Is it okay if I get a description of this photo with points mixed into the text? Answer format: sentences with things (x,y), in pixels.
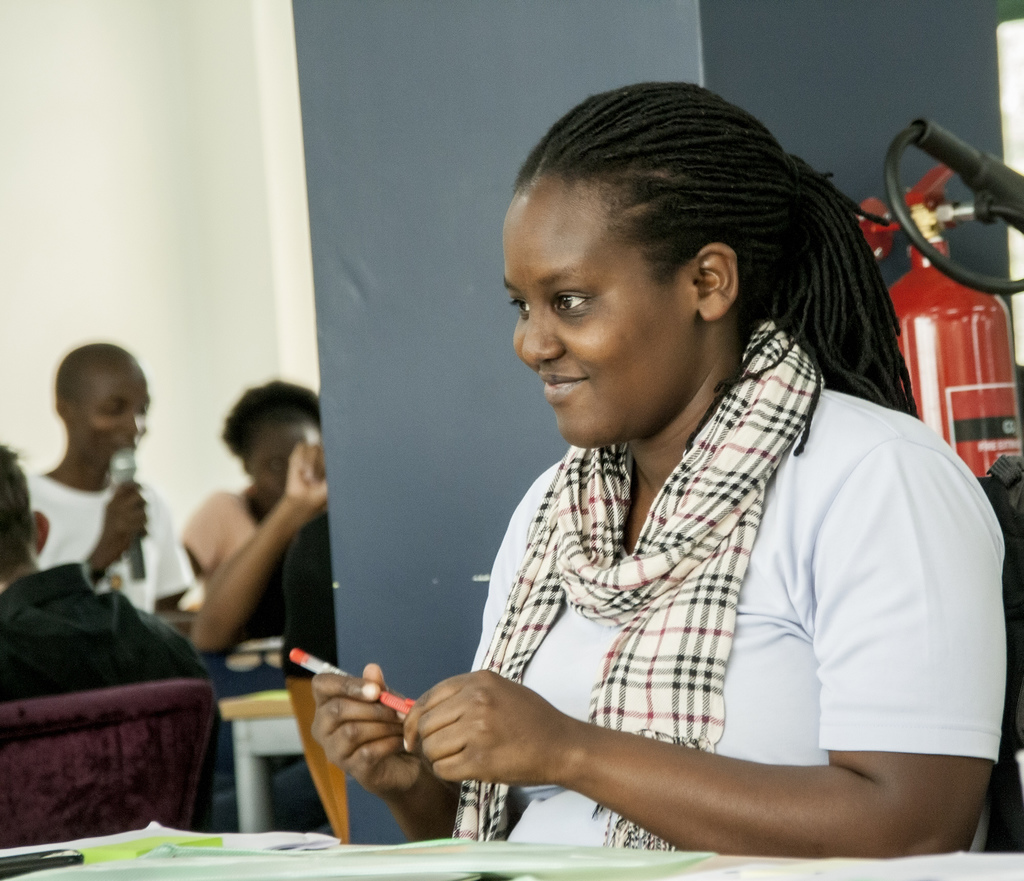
In this image there is a lady (713,669) wearing t-shirt (750,578) and scarf (739,502) she is holding a pen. In the foreground (234,855) on the table (287,855) there are papers (240,860). In the background (126,634) there are few other people (118,561). This person (112,520) is holding a mic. The wall (222,141) is white in color.
